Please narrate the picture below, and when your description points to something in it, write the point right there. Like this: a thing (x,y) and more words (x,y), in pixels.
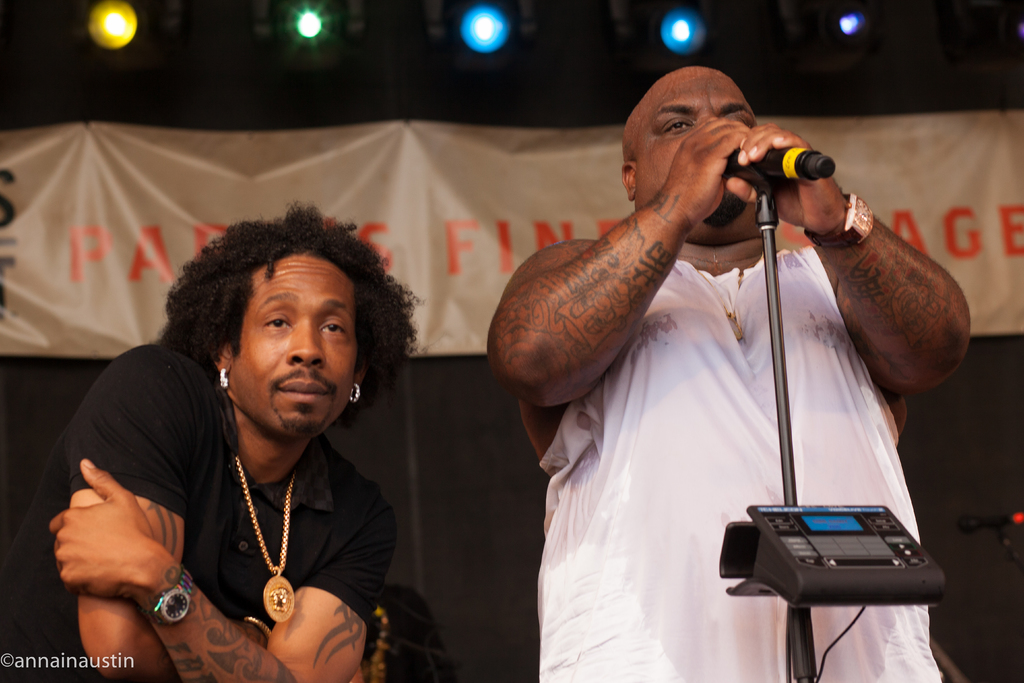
Two persons (772,387) are there and this person (706,78) standing and holding microphone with stand (768,261). On the background (336,196) we can see banner (304,176) and focusing lights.
